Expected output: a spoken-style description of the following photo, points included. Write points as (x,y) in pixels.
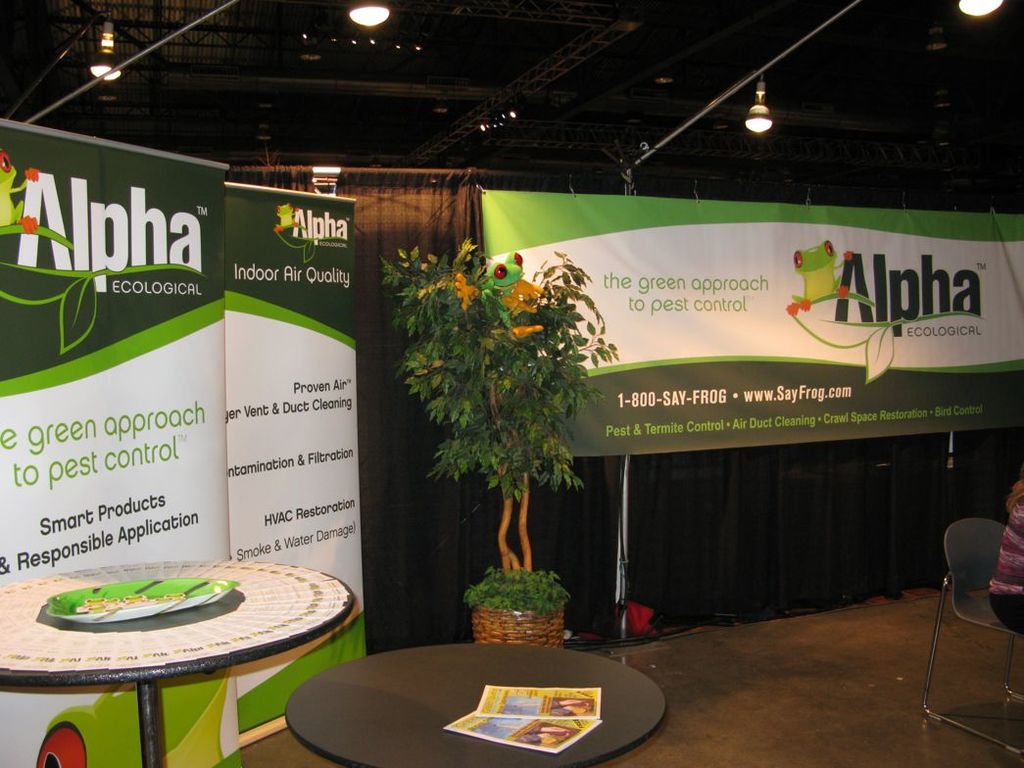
This picture is inside view of a room (541,407). We can see the boards (793,327), plants (549,300), books (539,704), table (211,622), plate (212,602), lights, roof (700,92), rods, curtain (429,200), chair (957,538) and a person (1004,553) is sitting on a chair (977,553) are present. At the bottom of the image (828,718) floor (844,715) is present.
